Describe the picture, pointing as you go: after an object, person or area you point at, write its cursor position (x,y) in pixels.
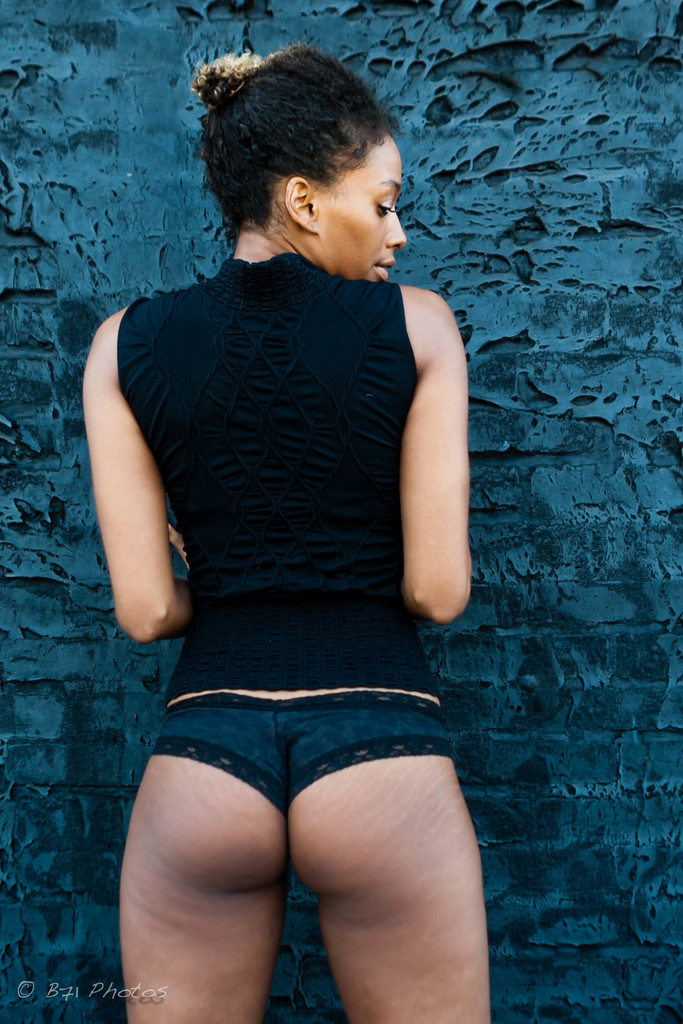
In this image there is a lady (412,531) standing facing towards the wall (486,475).
